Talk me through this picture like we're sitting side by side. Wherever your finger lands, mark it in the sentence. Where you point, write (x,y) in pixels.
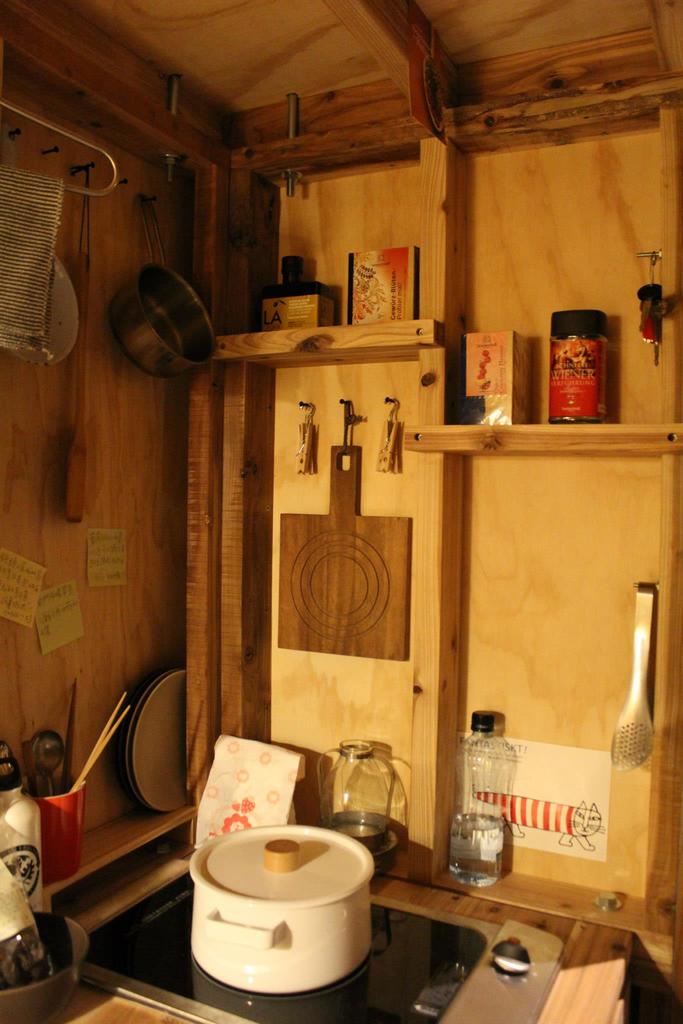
In this image we can see some objects (71,818) placed in the shelves (451,429) and some objects (392,561) hanged to a wall (400,668). We can also see a vessel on a stove (395,985) and some objects (473,837) placed on the surface (126,842). On the top left (37,189) we can see a cloth (13,343) on a hanger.
